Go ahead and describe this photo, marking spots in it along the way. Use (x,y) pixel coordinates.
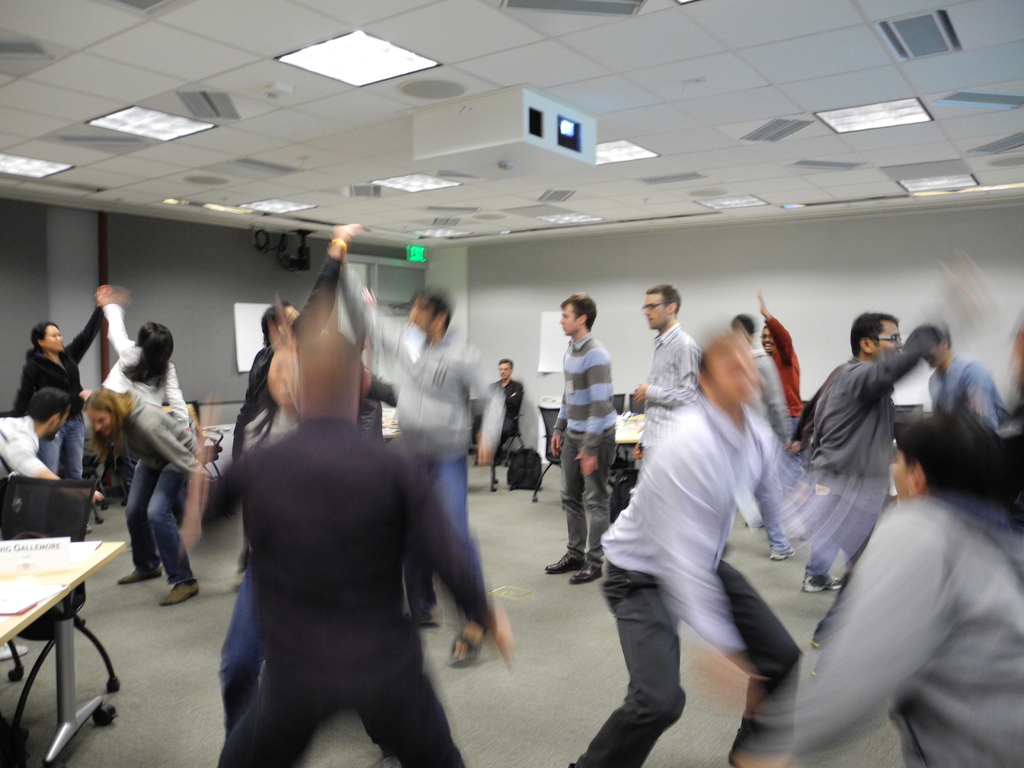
In the picture I can see a group of people (912,500) dancing on the floor (579,610). I can see a man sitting on the chair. I can see the tables (73,631) and chairs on the floor (167,648). There is a lighting arrangement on the roof (440,57). I can see a projector (580,138) on the roof (516,60) at the top of the picture (542,92).
